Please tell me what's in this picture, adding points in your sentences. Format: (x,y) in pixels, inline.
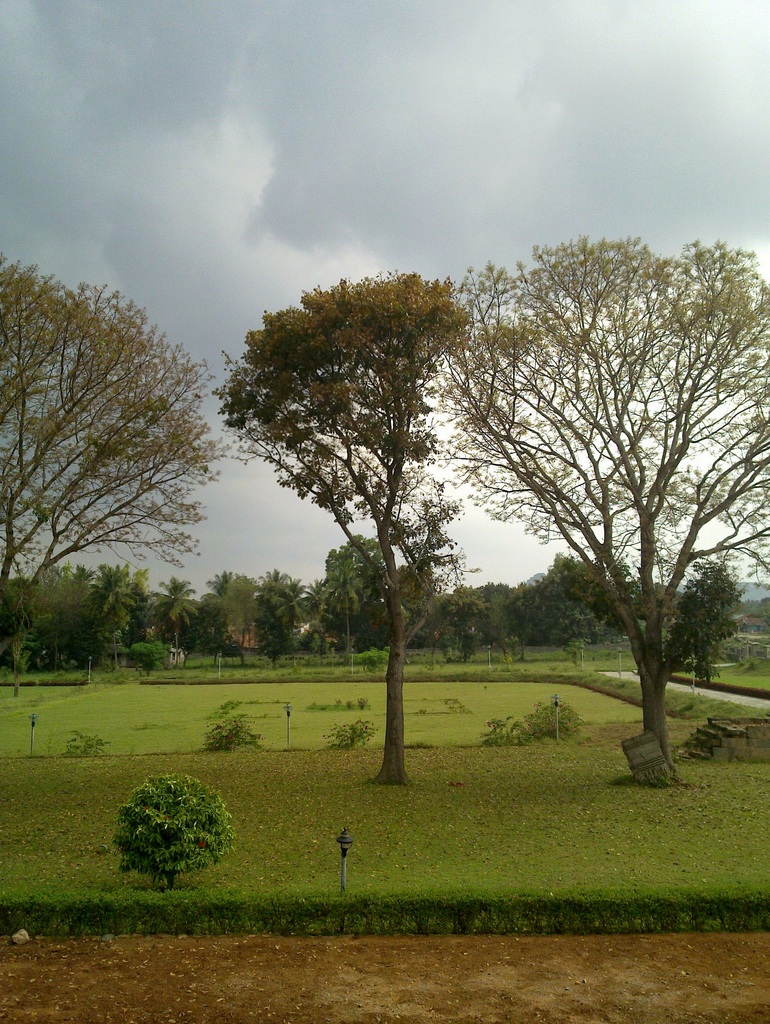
In the picture we can see a path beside it, we can see a grass surface (746,681) on it, we can see a lamp (341,879) with some plant (347,916) beside it and in the background (603,639), we can see some trees (444,310) and far from it also we can see many trees (364,643) and sky (689,97) with clouds (451,480).
